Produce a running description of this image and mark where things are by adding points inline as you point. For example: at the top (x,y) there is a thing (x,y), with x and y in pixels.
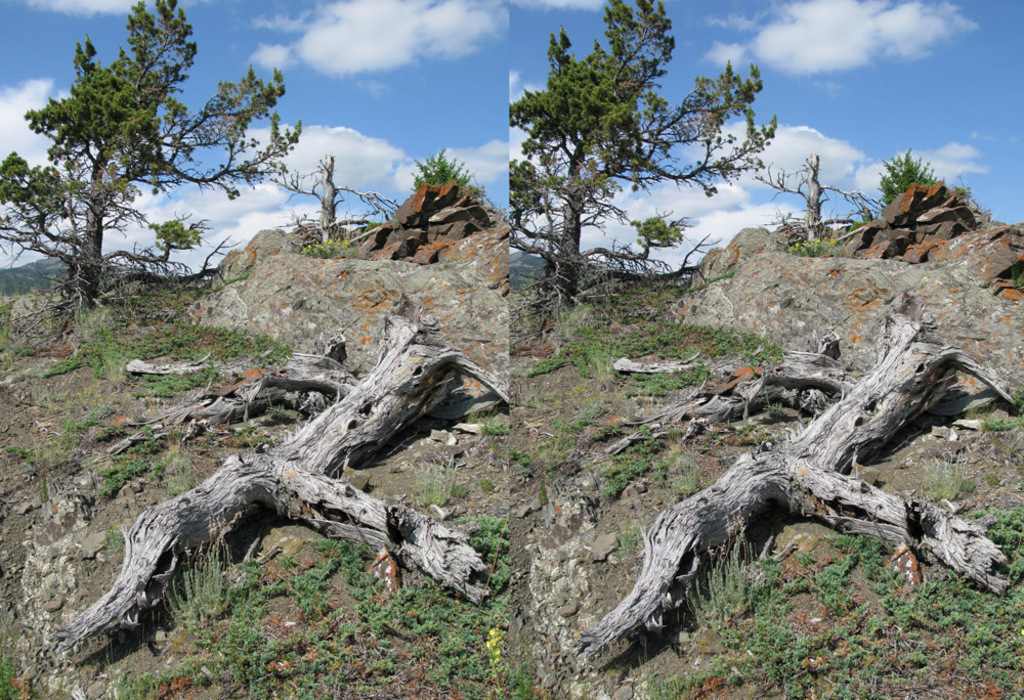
In this image we can see collage pictures of trees (237,133), grass (106,326), sky (374,187) and clouds (596,224).
